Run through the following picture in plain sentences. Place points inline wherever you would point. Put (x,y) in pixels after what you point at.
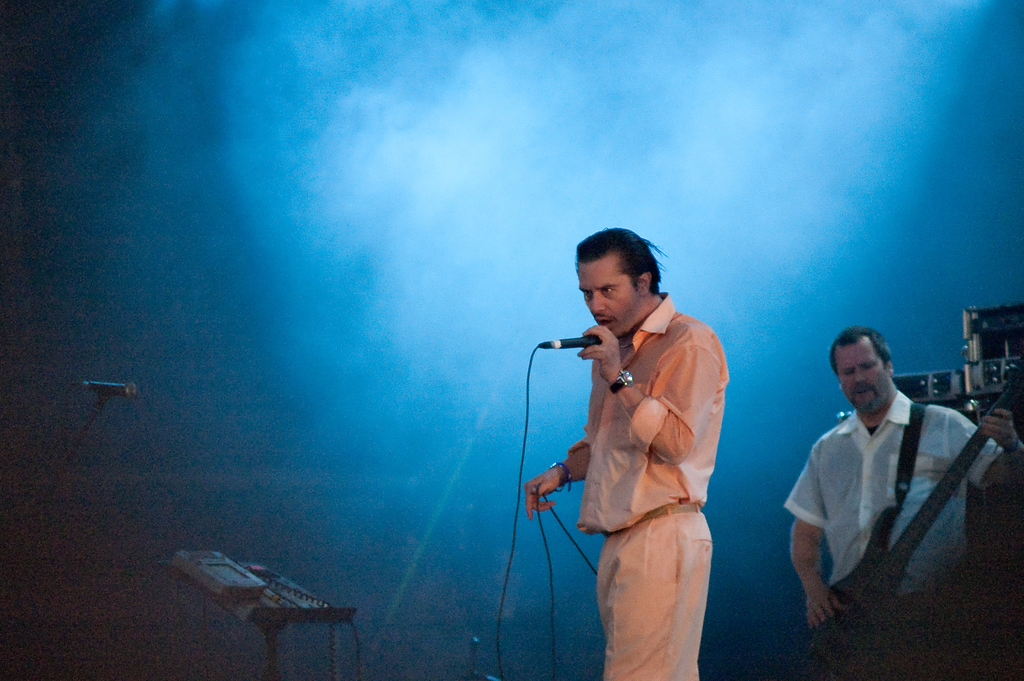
In this image there is a man (660,656) standing and singing a song in the microphone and the back ground (889,639) we have another person (998,444) standing and playing a guitar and some briefcase (913,384).
